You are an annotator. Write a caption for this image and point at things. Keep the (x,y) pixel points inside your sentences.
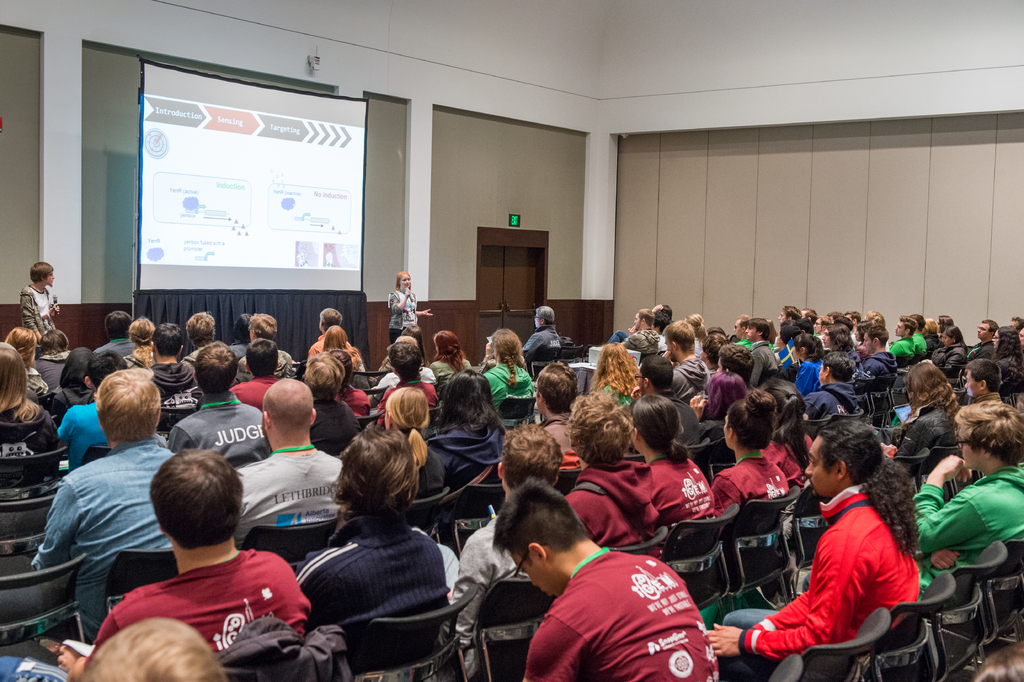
In this image i can see many people (531,505) are sitting on the chairs (944,583) and few of them (46,322) are standing, there is a written text (279,132) on the board (306,267), beside that i can see the door (497,311), there is a wall (604,267).
